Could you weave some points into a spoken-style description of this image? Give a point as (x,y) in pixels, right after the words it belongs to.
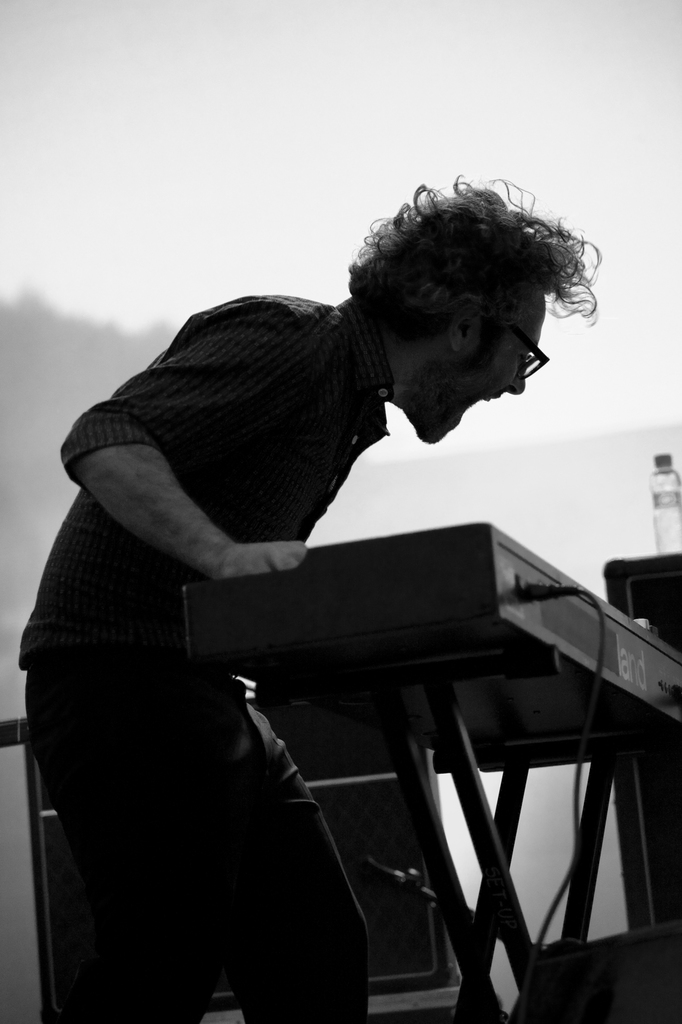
In this image I can see a person (438,382) standing in front of the keyboard (504,605), near the keyboard (513,607) I can see a bottle (661,463) and a cable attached to the keyboard (451,592), at the top (71,310) I can see white color background (646,121).
